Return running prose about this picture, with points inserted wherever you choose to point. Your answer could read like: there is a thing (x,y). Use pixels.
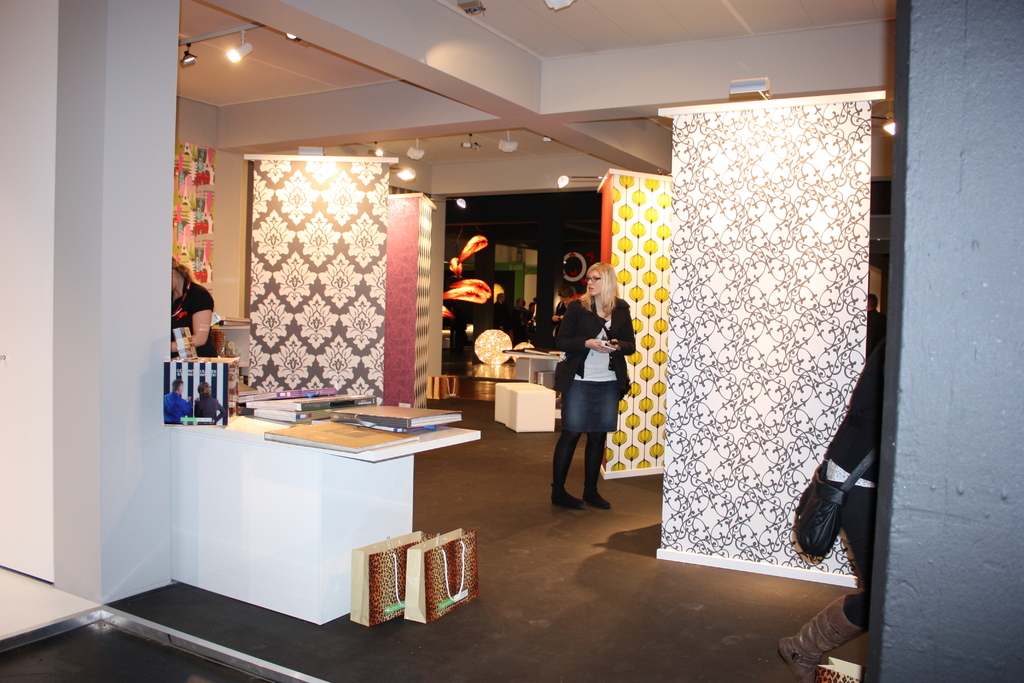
This is an inside view of a room (758,515). On the right side (974,399) there is a pillar (946,463), at the back of it I can see a person (833,628) is walking. In the background (591,328) a woman (591,395) is standing on the floor (558,526) and the looking at another woman (197,321) who is standing on the left side (188,305). In front of her I can see a pillar (124,495) and also there is a table (302,524) on which books (316,391) and other objects (221,394) are placed. Beside the table (372,542) two bags (403,568) are placed on the floor (411,652). In the background (269,312), I can see few curtains (327,252). On the top (235,56) there are some lights (245,55).
